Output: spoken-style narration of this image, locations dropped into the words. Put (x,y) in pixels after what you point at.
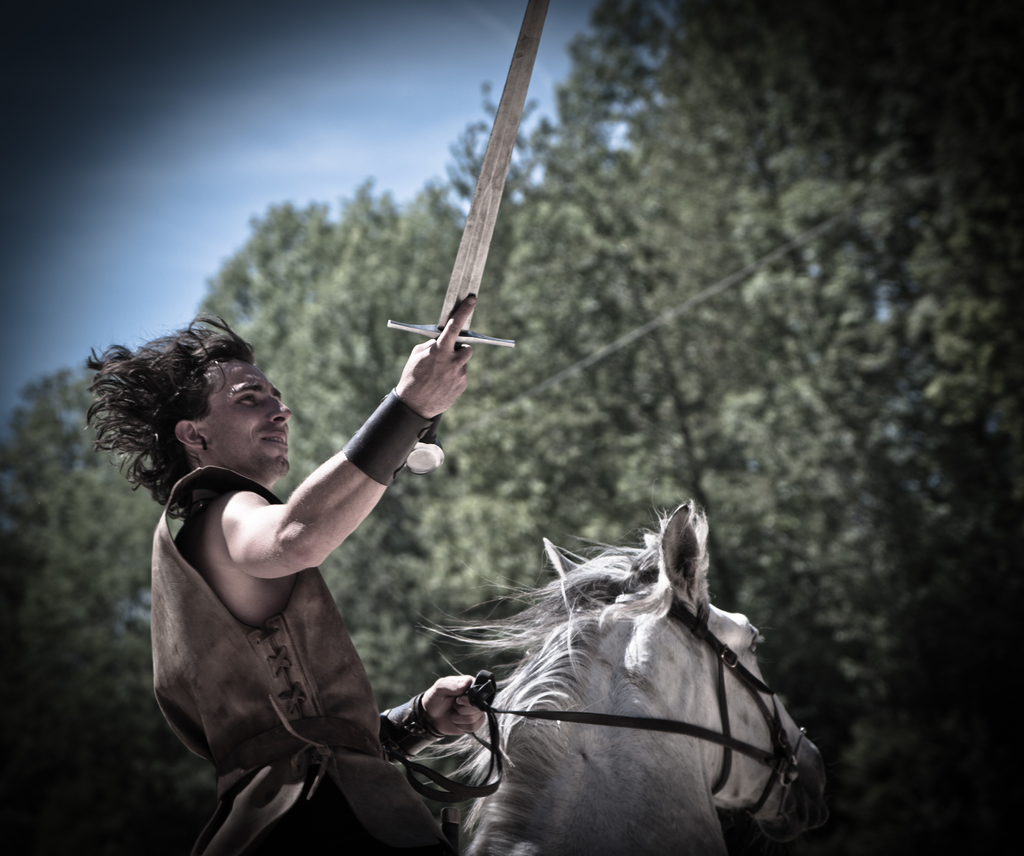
In this picture we can see a man (289,789) who is sitting on the horse (608,765). And he hold a sword (430,432) with his hand (433,358). And in the background (790,406) we can see some trees (823,218) and this is the sky (142,149).
